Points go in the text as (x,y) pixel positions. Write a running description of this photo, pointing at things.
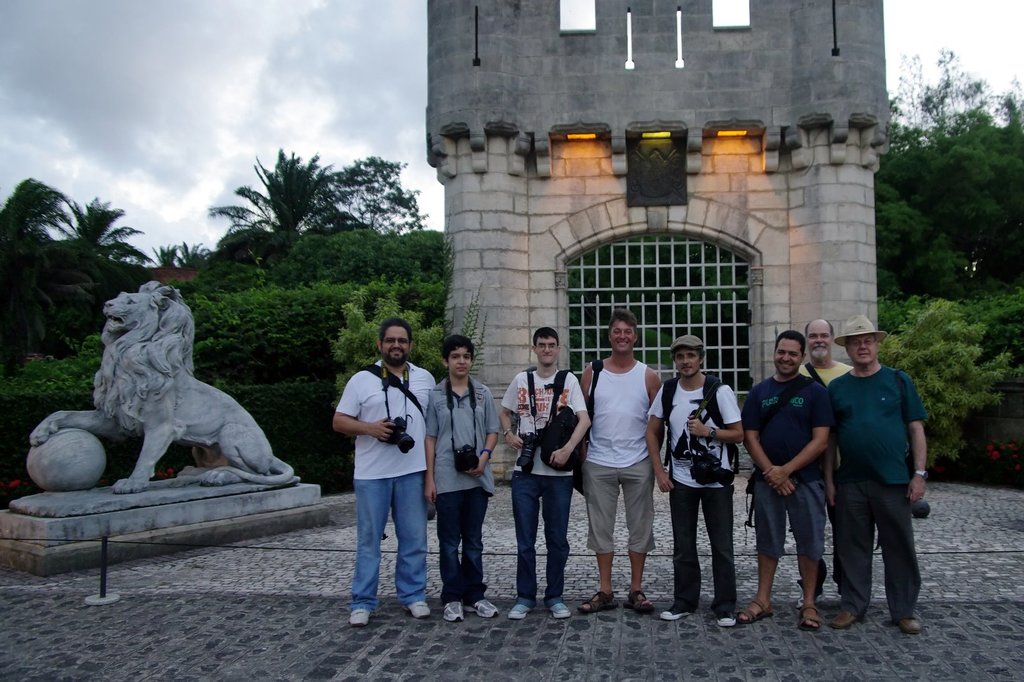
In this image there is a group of people (338,432), carrying cameras (403,437) and bags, are posing for a picture, behind them there is a castle (816,242) and on the left side of the image (45,423) there is a sculpture (225,436), there are trees (329,311) and plants (975,455) in the background (978,299).
